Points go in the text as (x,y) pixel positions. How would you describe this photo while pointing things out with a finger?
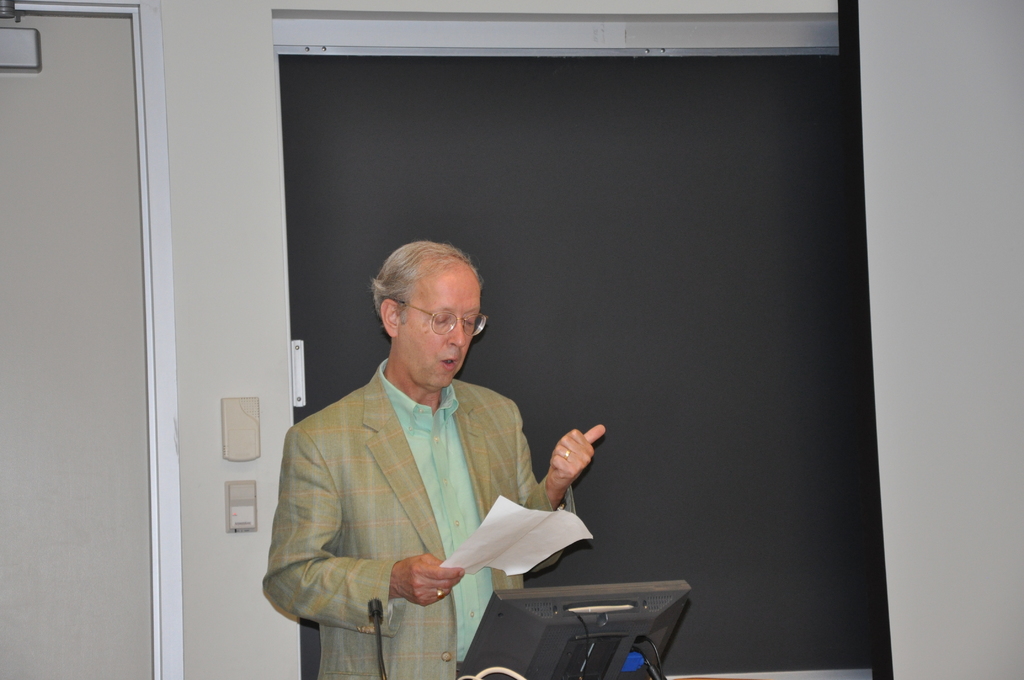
In this image there is a man (457,427) standing and talking, he is holding a paper (512,539), there is a monitor (569,637) towards the bottom of the image (585,623), there are wires (510,670) towards the bottom of the image (636,655), there is a microphone (378,604), at the background of the image (296,635) there is the wall (257,134), there are objects (251,421) on the wall (226,283).
